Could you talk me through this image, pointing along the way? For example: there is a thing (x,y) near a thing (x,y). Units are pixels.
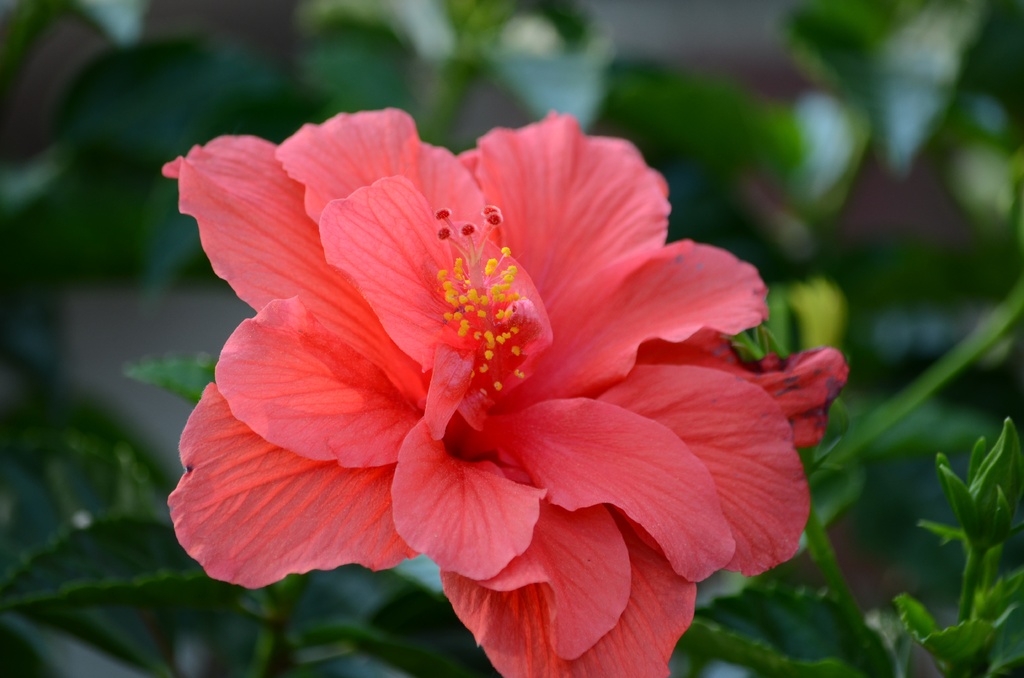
In this image, we can see a pink flower (647,260) and we can see some green leaves (998,194).
